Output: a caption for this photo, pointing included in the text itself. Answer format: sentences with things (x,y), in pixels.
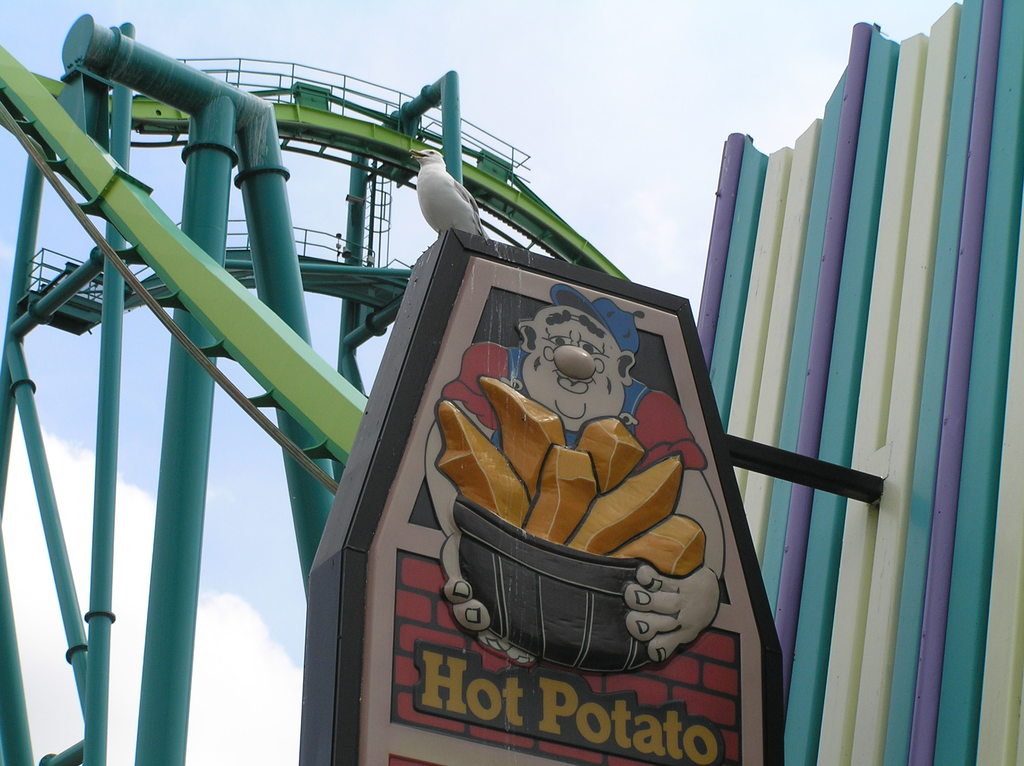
In this image I can see a roller coaster (25,441) visible on the left side (172,246) and there is a board (456,241) in front of it and on which I can see a bird (426,155), on the board (532,292) there is a cartoon image (550,370) of person (551,376), which is holding a bowl (527,548), on which I can see a text (564,682) visible on board (720,449), there is the sky (484,52) visible in the middle (665,274), on the right side (966,280) I can see wooden board (880,474) and a rod (735,457) attached to the board (876,453).
